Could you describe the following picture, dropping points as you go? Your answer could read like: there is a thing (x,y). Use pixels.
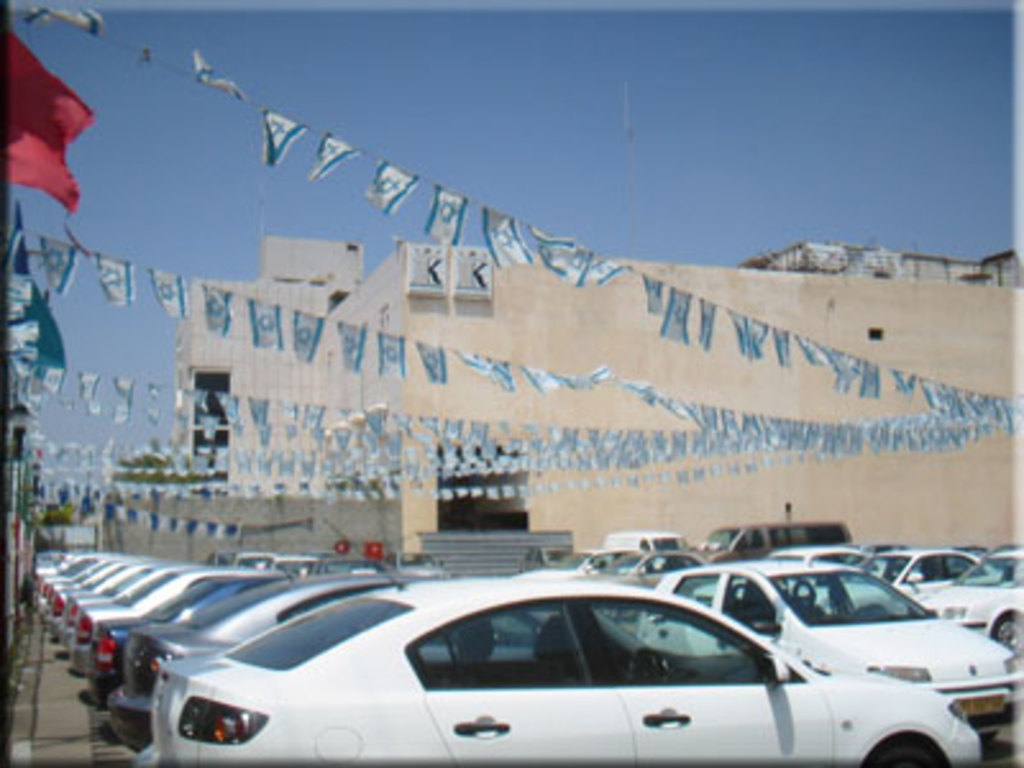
In the image there are a lot of cars (286,598) parked in an area (77,703) and above the cars (580,630) there are some flags (364,334) attached to the ropes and in the background (451,291) there is a building (306,429).
